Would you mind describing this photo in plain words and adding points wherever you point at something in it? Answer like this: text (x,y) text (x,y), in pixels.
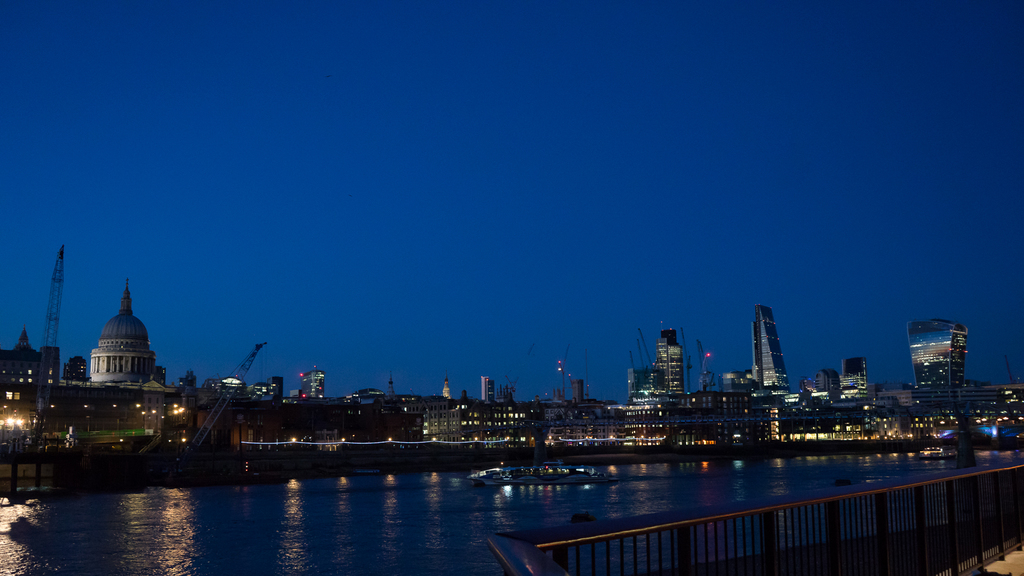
In the picture we can see a railing (820,542) and beside it, we can see a lake (274,497) with water (776,465) and boat (498,478) in it and behind it, we can see some house buildings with lights (182,442), palace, and a crane (222,408) near the water (394,489) and in the background (231,273) we can see a sky (568,301).
